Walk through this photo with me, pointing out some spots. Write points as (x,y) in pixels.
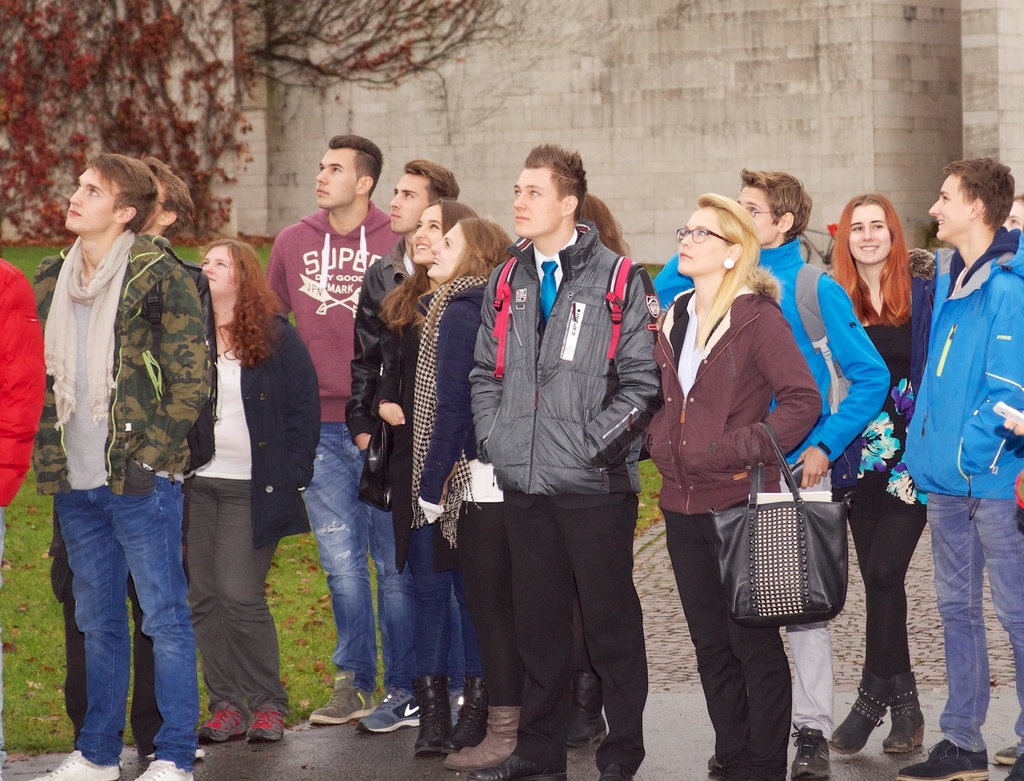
In this image we can see many people (344,282) standing. One lady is wearing specs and holding bag (757,536). In the back (432,80) there is a wall (224,10) with creepers (114,80). On the ground (304,547) there is grass (304,547).
